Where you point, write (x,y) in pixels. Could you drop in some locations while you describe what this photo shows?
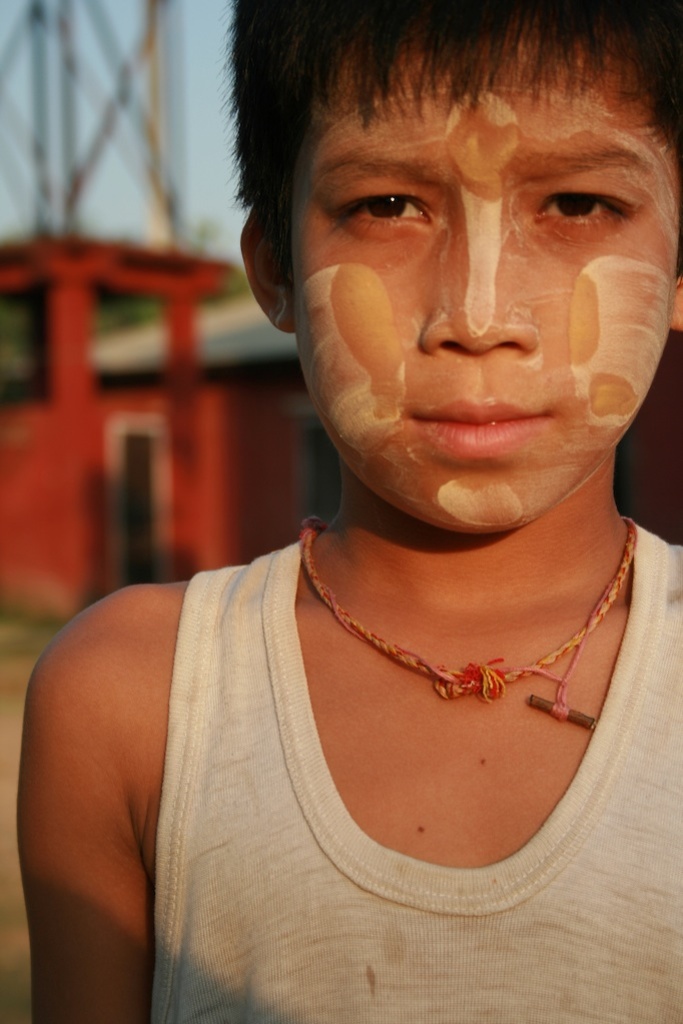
This is a zoomed in picture. In the foreground (520,603) there is a kid (495,730) seems to be standing on the ground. In the background (225,117) we can see the sky (191,69), metal rods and a red color object (200,423) seems to be a house (60,452).
